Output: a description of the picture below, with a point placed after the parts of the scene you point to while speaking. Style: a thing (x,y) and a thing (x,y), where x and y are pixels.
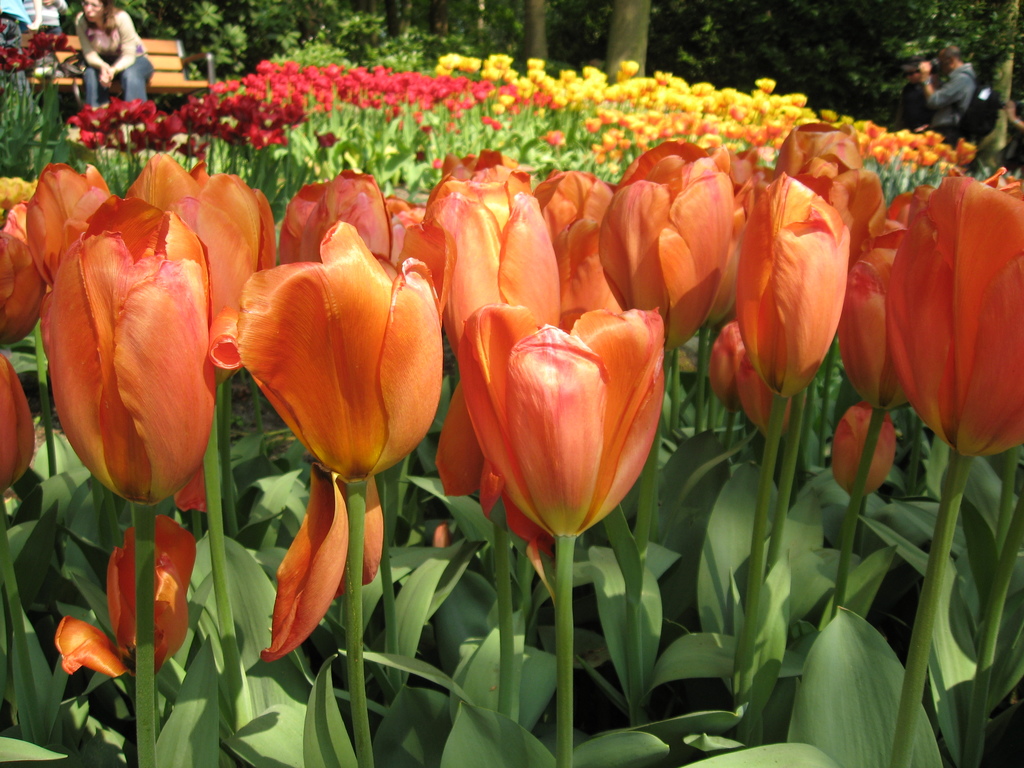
In this image I can see flowering plants (561,300), four persons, bench (165,84) and trees (498,44). This image is taken may be in a garden (937,155) during a day.
